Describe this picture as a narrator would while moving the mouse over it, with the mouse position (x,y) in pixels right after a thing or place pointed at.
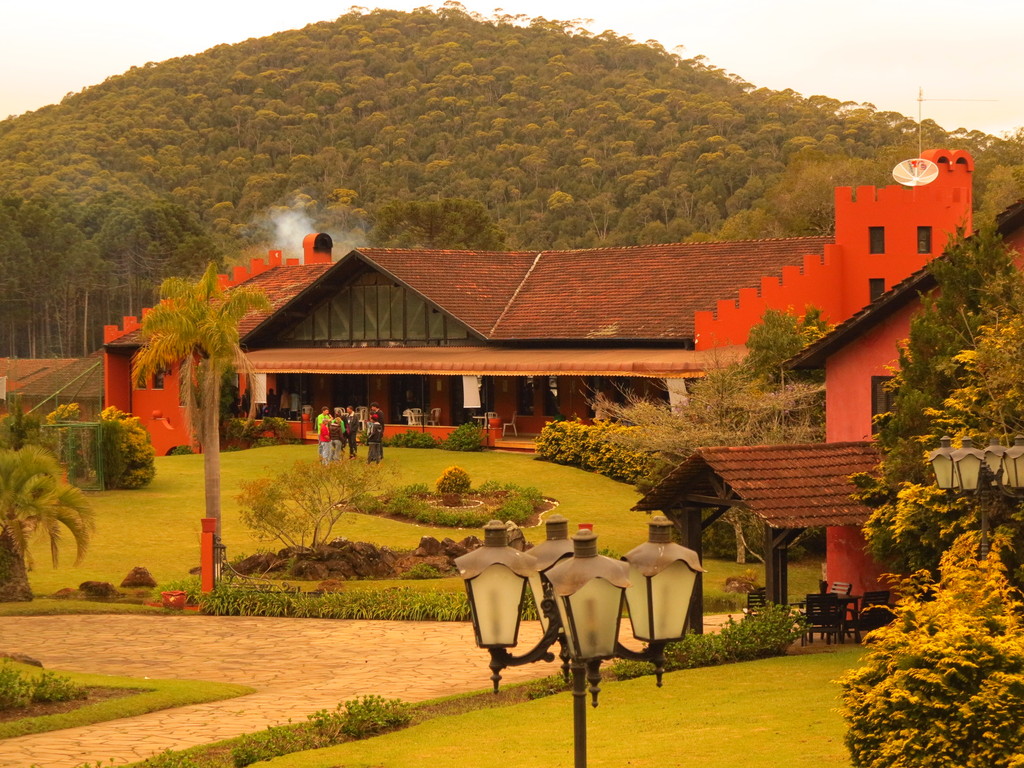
In this image, we can see sheds (701,280), trees (540,217), hills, plants (532,492), chairs (812,597), lights (549,563), some people (377,421) and there is a fence (97,462) and we can see smoke (268,222). At the top (691,21), there is sky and at the bottom (250,674), there is ground (220,674).
